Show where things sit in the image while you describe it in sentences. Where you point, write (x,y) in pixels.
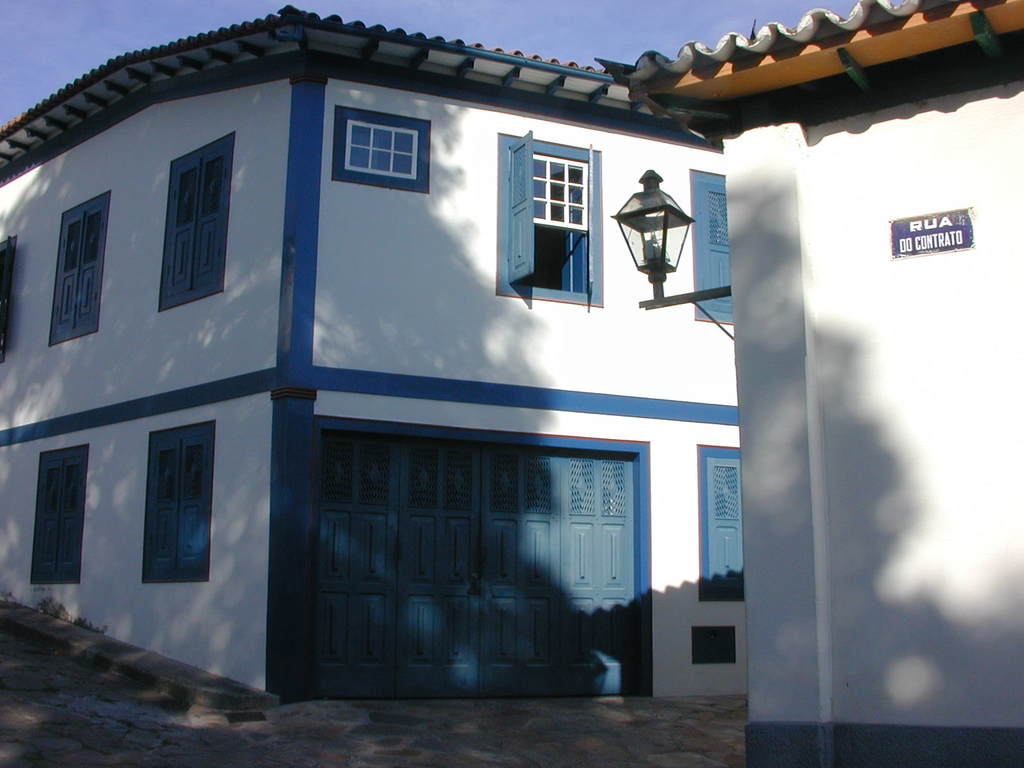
As we can see in the image there are buildings (780,369), street lamp (655,261), windows (180,490), doors (345,576) and at the top (477,22) there is sky (442,10).
